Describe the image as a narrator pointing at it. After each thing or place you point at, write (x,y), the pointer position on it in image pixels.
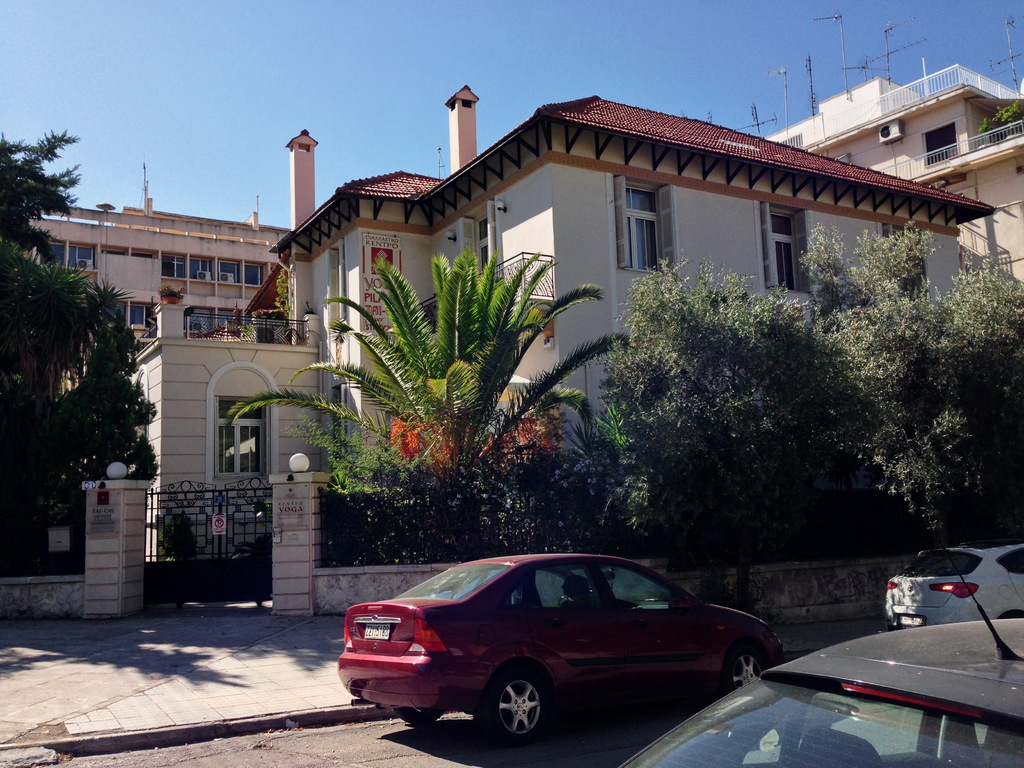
In this image I can see few vehicles (469,627), in front (481,657) the vehicle (475,643) is in red color. Background (879,386) I can see trees (768,437) in green color, building (642,200) in cream and maroon color and sky (274,60) in blue color.
